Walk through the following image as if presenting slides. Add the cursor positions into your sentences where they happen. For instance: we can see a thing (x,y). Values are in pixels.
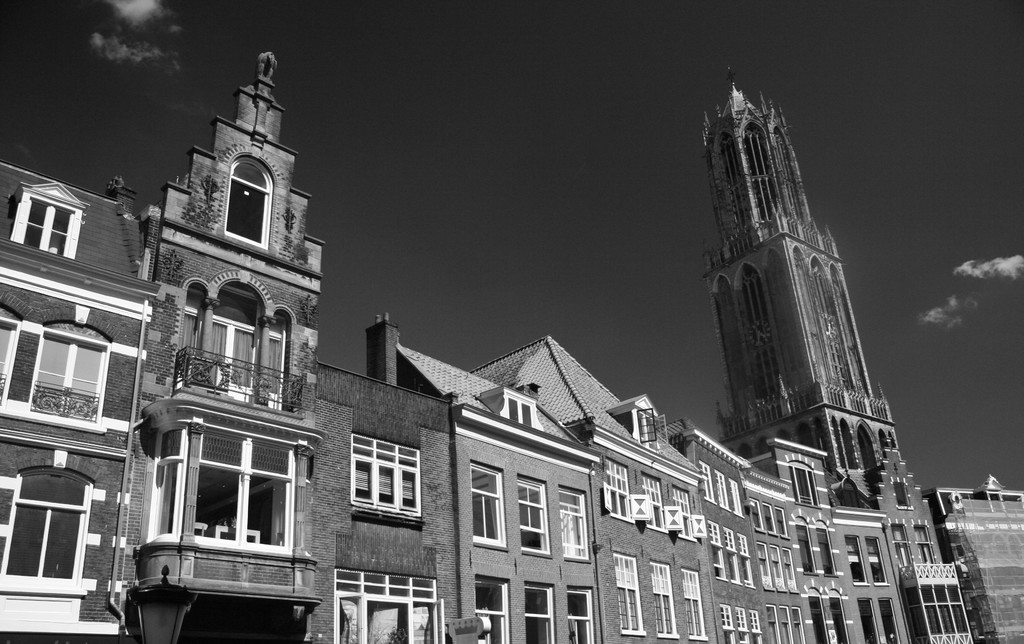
In this image in the foreground (741,549) there are some buildings (417,560), and at the top of the image (553,86) there is sky (682,93).
